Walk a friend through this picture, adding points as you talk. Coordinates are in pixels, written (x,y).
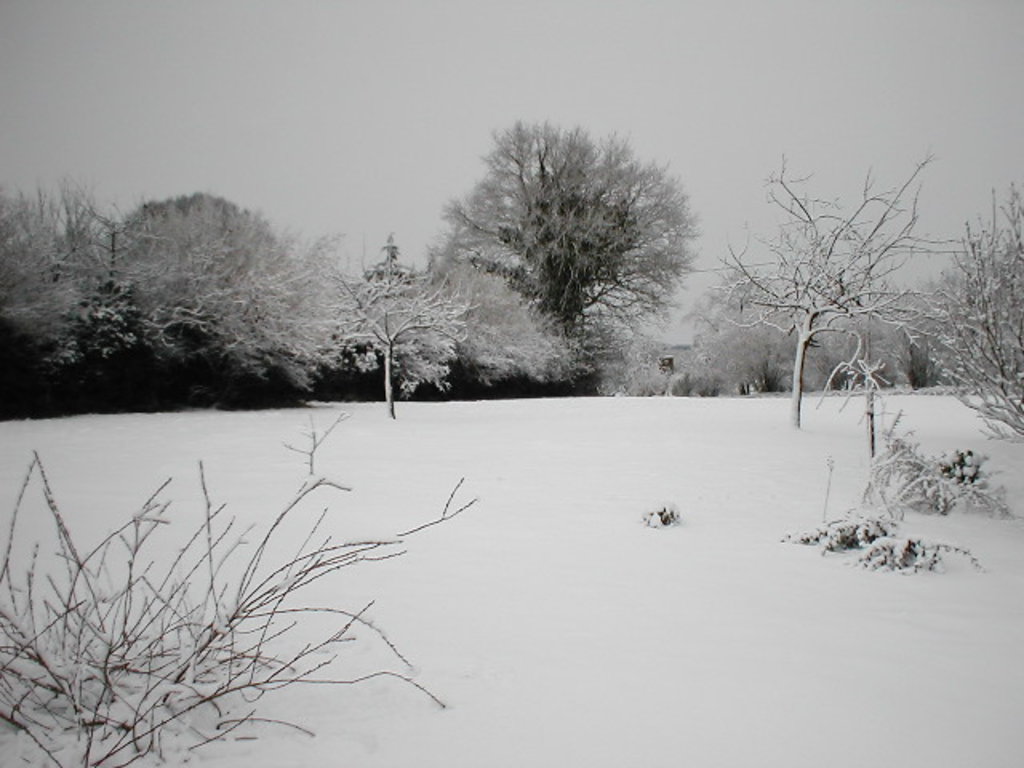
In this picture the ground (559,624) is covered with snow (520,594) and there are trees (485,312) which are covered with snow (282,318) in the background (462,280).
